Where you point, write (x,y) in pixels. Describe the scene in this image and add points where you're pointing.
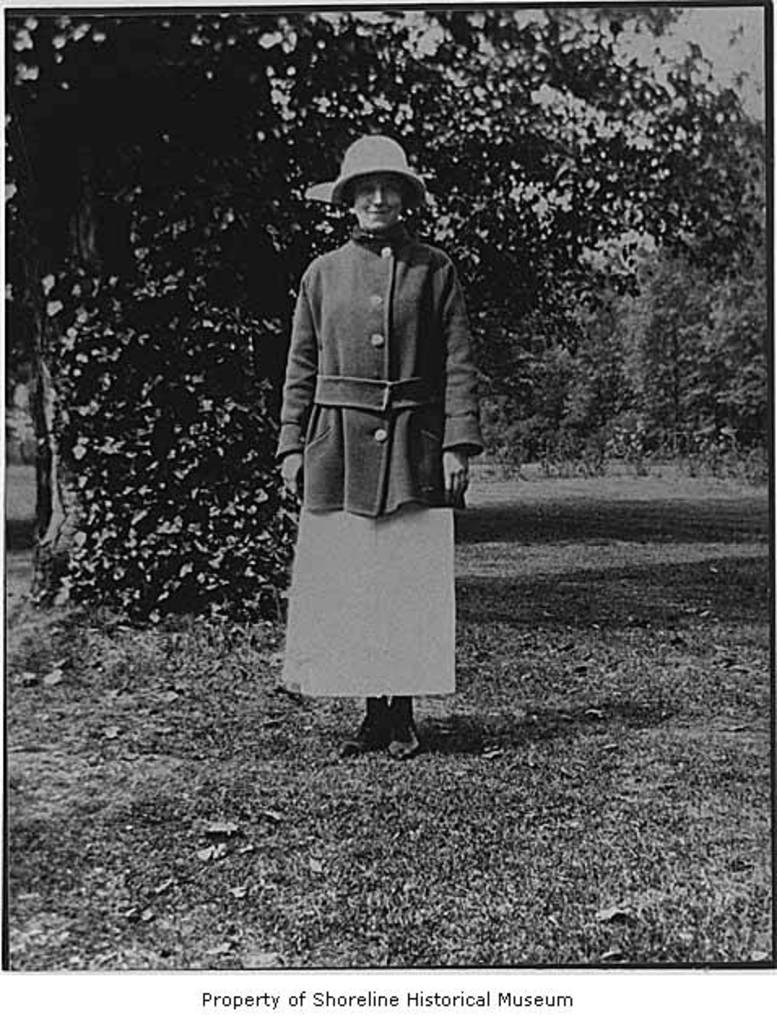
This is a black and white photo. We can see a person (418,394) standing and smiling. We can see a few trees (551,154) in the background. There is a text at the bottom of an image (517,1004).
